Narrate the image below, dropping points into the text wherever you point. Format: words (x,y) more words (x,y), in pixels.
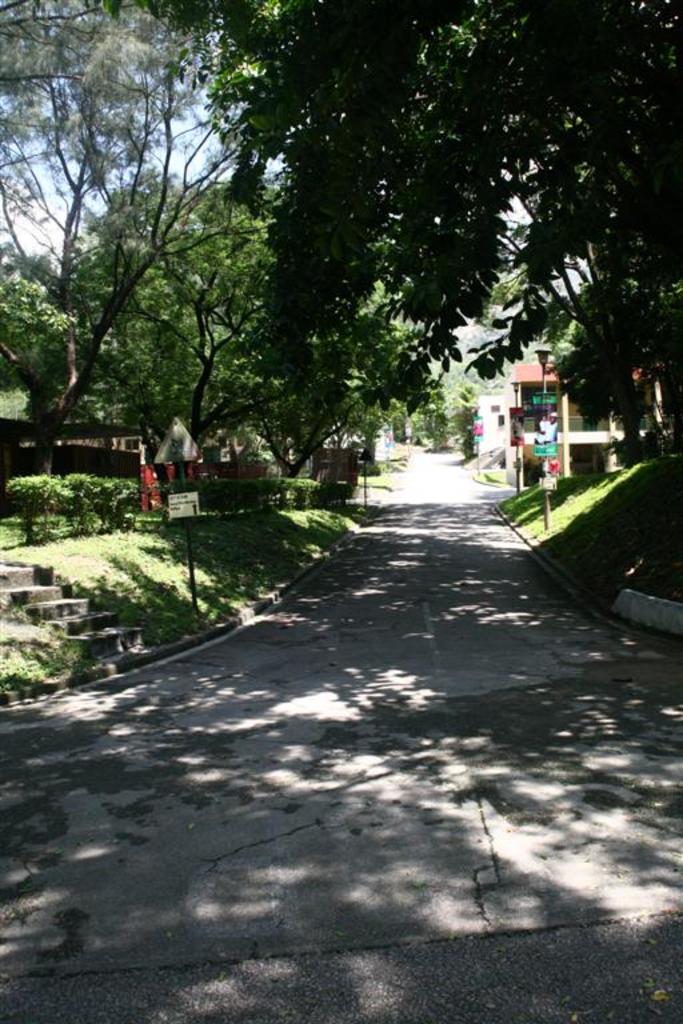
In the center of the image (238,636) there is a road (247,937). In the background (225,238), we can see the sky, trees (253,95), plants (84,481), buildings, grass (304,561) and a few other objects (29,574).
